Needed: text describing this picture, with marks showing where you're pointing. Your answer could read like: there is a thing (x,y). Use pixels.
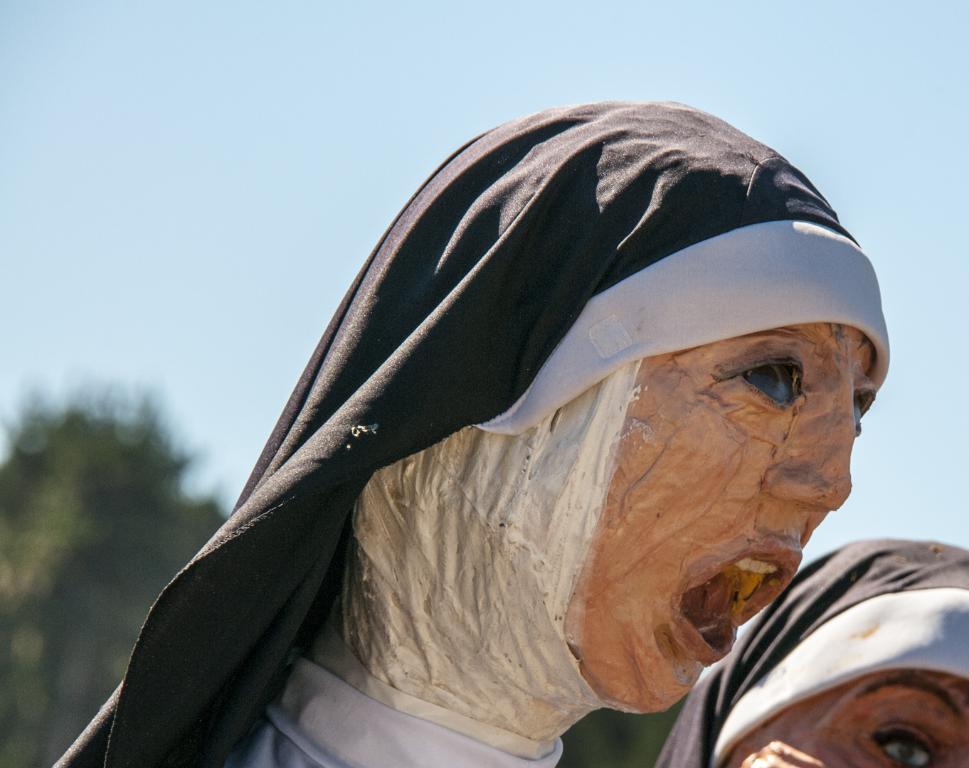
In this picture there are statues (614,545) of two people (512,691). At the back (612,721) there are trees (27,607). At the top (189,84) there is sky (186,105).
